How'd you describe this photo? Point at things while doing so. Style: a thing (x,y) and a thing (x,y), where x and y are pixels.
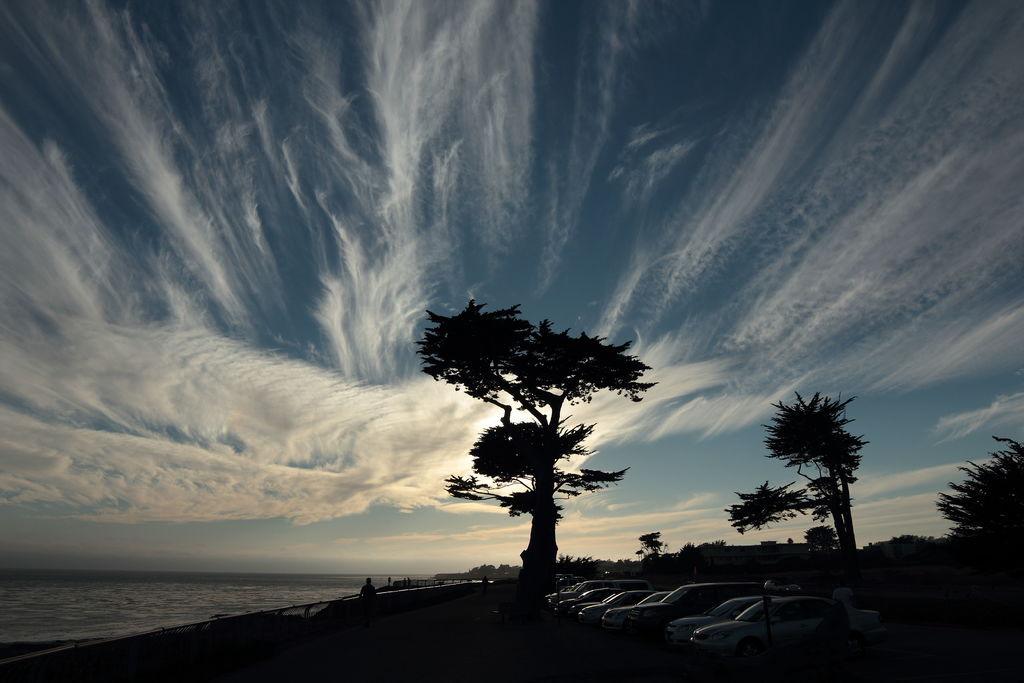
This is an outside view. On the left side (67,585) there is an ocean (192,593). On the right side (744,604) there are few cars (630,608) on the ground (515,623) and also I can see many trees (841,559). Here I can see few people (362,605) in the dark. At the top of the image (629,159) I can see the sky (425,232) and clouds (234,441).
